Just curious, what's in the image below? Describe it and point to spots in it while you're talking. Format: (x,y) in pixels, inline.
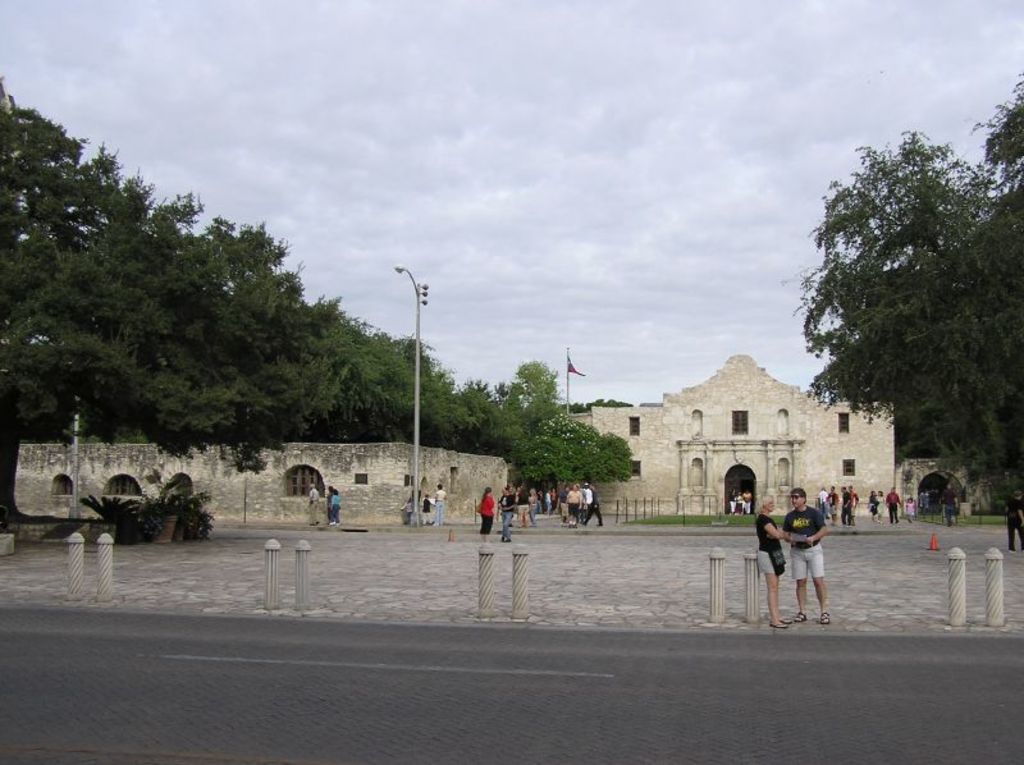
In this image I can see the road (297,692). To the side of the road (385,639) I can see the poles (275,544) and the group of people (761,534) standing and wearing the different color dresses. In the background (674,494) I can see the building (646,483) with windows (635,467). To the side of the building (655,473) I can see the poles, flag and many trees (364,395). In the background (422,209) I can see the clouds (455,221) and the sky (436,227).
